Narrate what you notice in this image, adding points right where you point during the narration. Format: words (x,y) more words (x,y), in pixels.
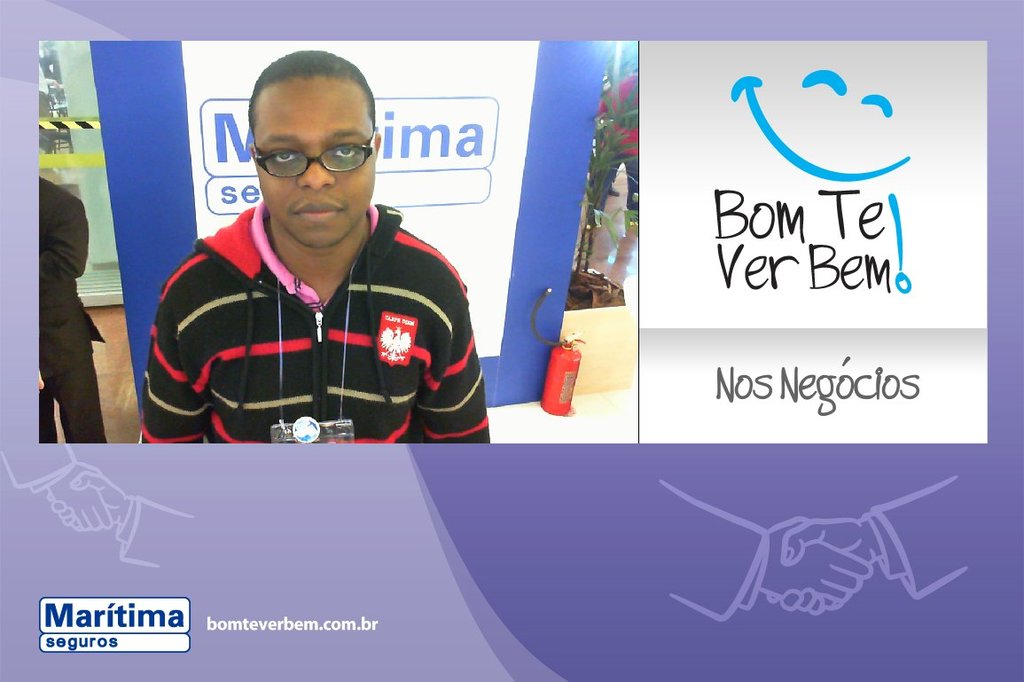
In this picture there is a poster (899,119) in the center of the image (476,237) and there is a boy (151,388) on the left side of the image (258,353).
